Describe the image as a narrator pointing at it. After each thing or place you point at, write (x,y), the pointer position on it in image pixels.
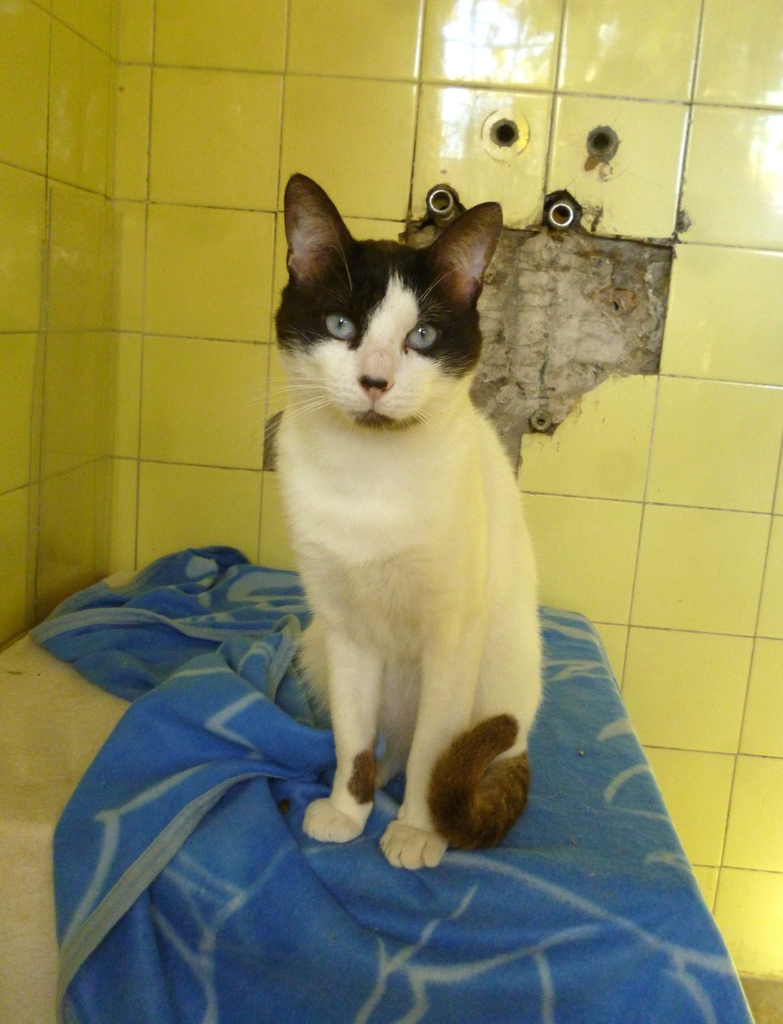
In this image we can see a cat (373,584) sitting on a blanket (383,901). There is a tile wall (638,125) in the image. There is some reflection (765,154) on the tile wall (759,165). There are few pipes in a wall (549,174).
